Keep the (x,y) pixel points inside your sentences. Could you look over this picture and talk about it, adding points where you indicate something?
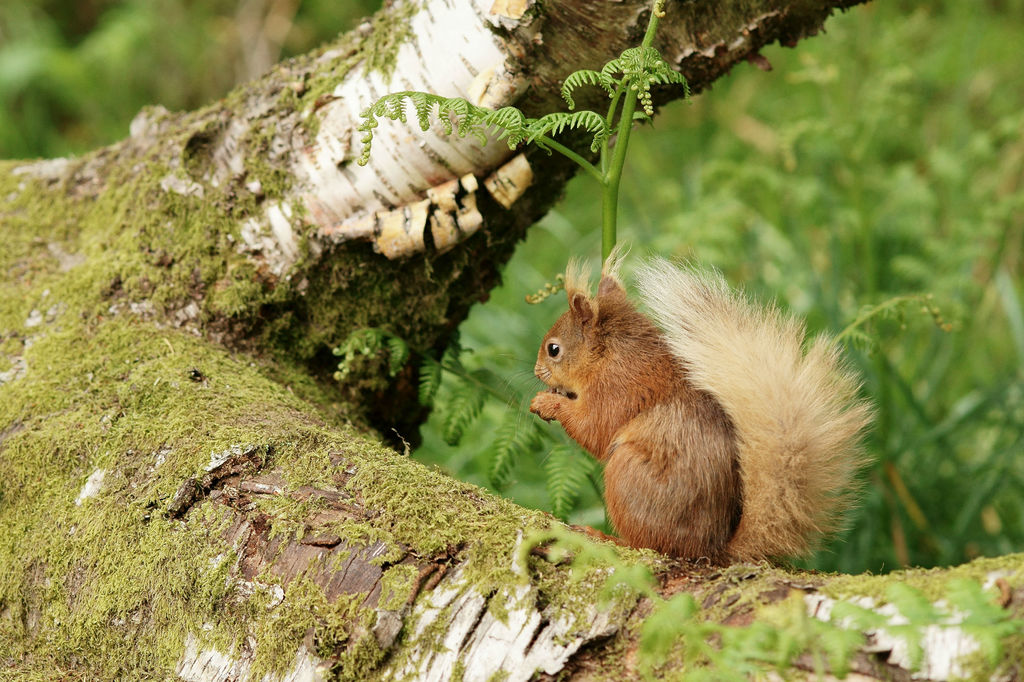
In this image I can see a squirrel (680,473) on a trunk (261,432) and it is facing towards the left side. In the background (907,212) there are few plants (866,148).
